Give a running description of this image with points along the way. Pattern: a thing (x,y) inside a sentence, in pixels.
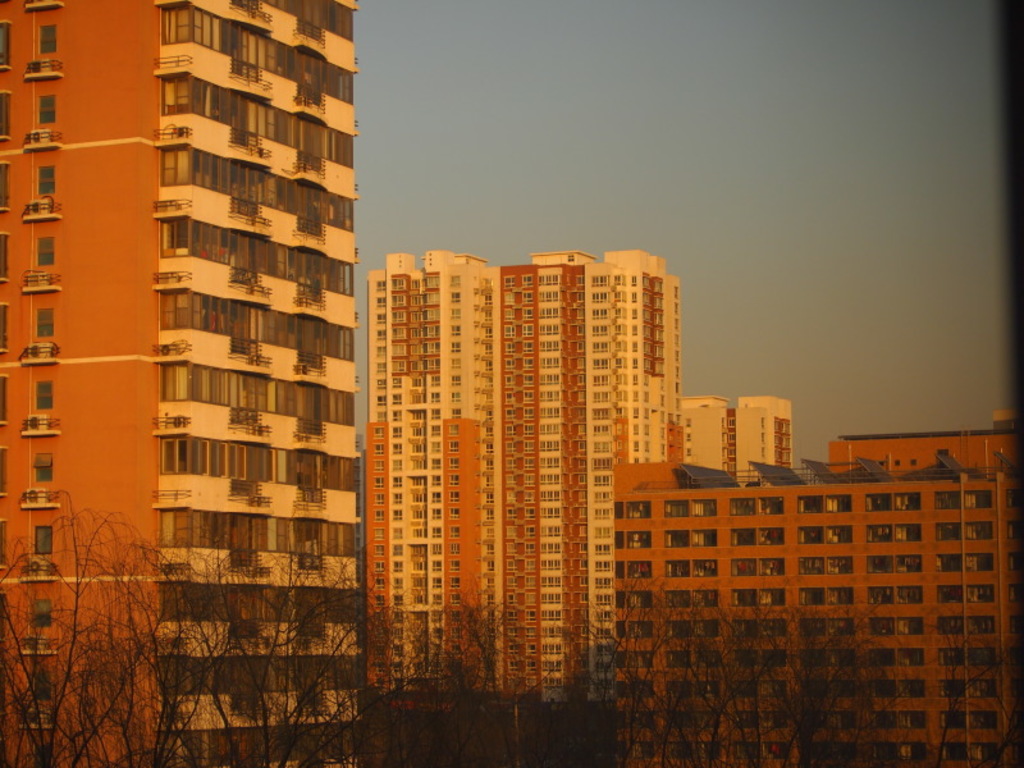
In this image, we can see some buildings (697,452). There are some trees (800,701) at the bottom of the image (497,730). In the background of the image (567,109), there is a sky (437,156).
